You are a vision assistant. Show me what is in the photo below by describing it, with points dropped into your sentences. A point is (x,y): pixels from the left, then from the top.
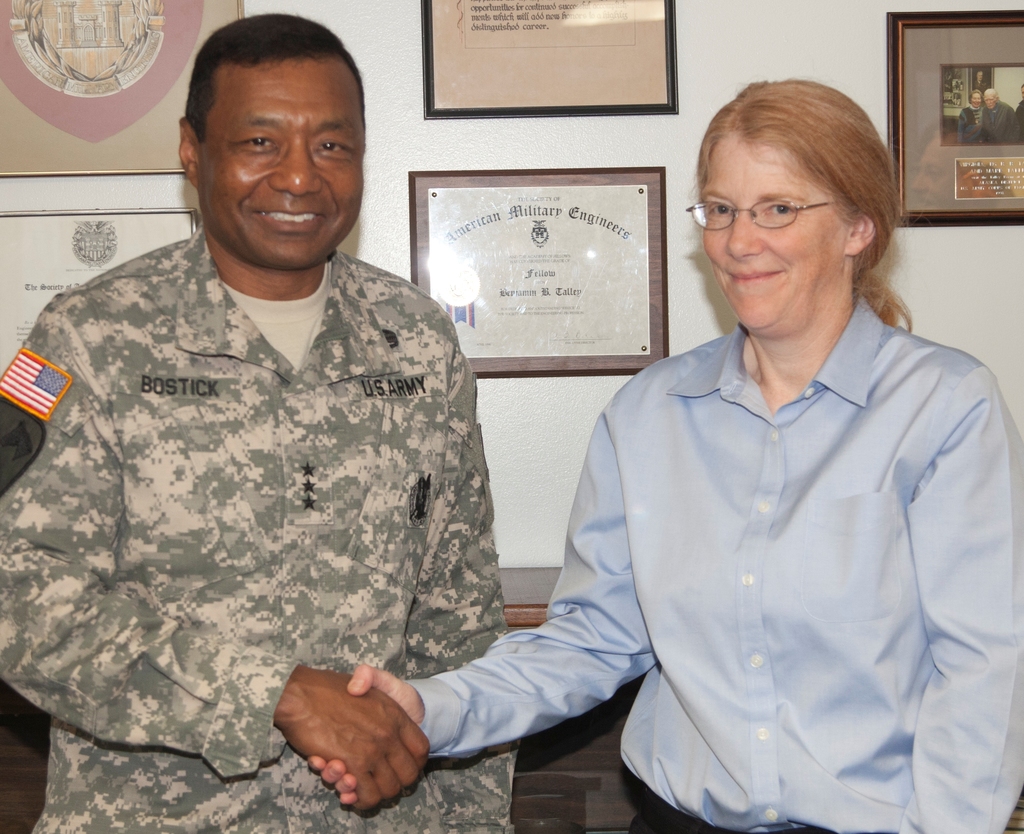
In the center of the image (655,495) we can see two persons (532,652) are standing and they are smiling, which we can see on their faces (733,200). And we can see they are in different costumes (399,556). Among them, we can see one person (661,518) is wearing glasses (730,216). In the background (672,295) there is a wall (705,121), table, photo frames (168,17) and a few other objects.
